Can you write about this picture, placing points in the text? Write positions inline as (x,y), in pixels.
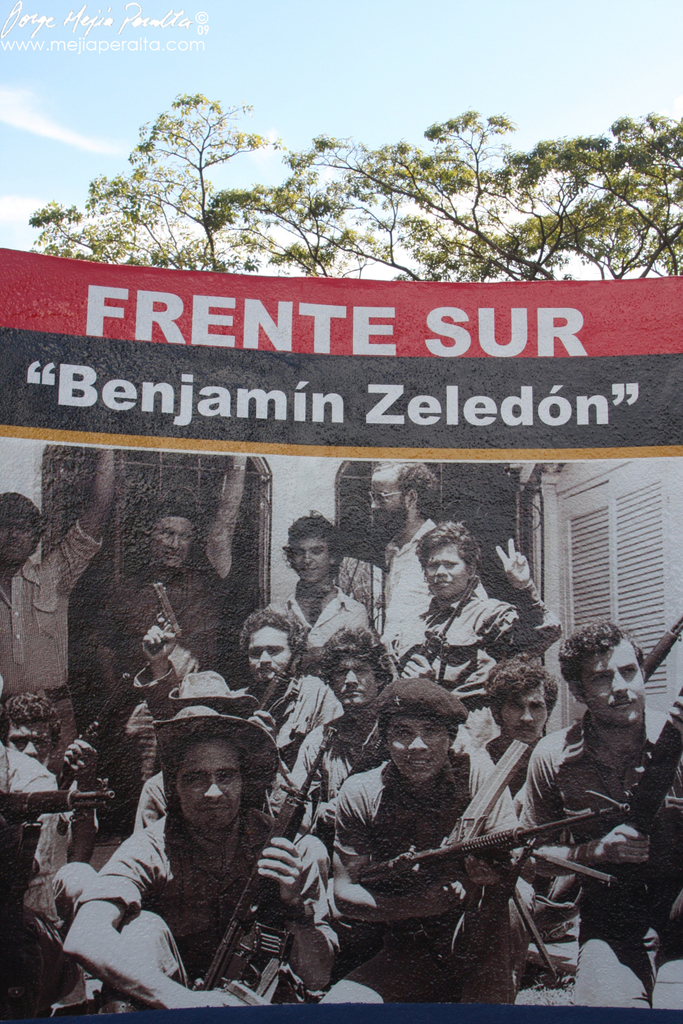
In this image we can see a poster (384,555) with the picture (517,965) of a group of people (513,793) and some text (384,417) on it. On the backside (542,187) we can see some trees (510,155) and the sky (449,65) which looks cloudy.
